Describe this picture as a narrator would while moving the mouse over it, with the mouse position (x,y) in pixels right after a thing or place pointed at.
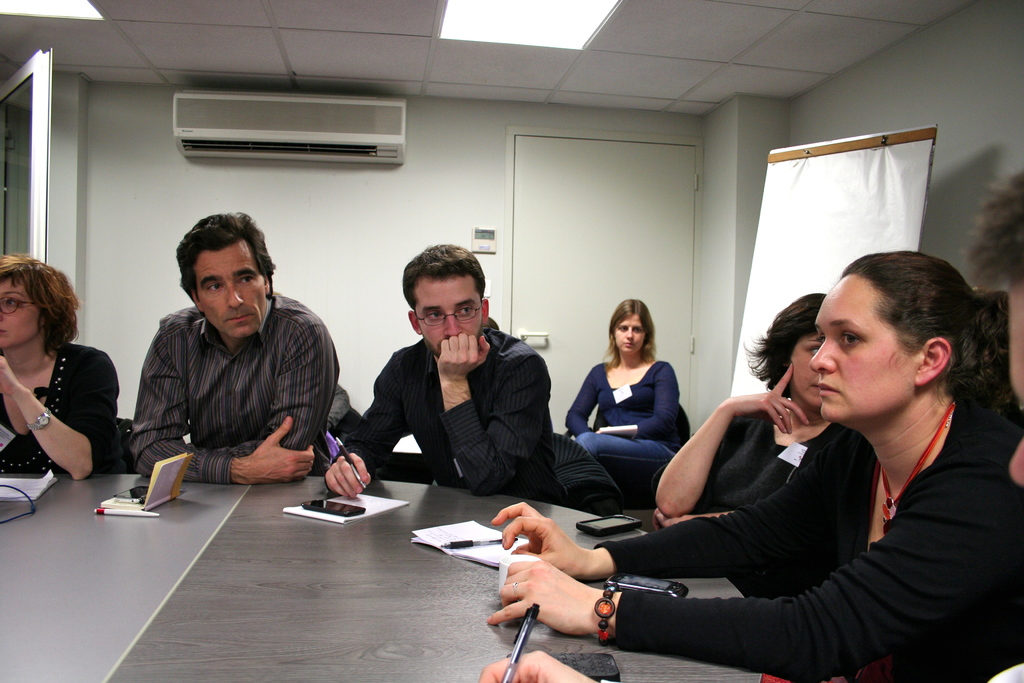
In this image we can see men (512,435) and women (634,410) are sitting. We can see a table (290,627) at the bottom of the image (307,665). On the table (216,546), we can see pens (146,511), book (169,484), mobiles (341,508), papers (481,550) and wire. In the background (905,195), we can see a board (800,213), wall (325,193), AC (330,99), light (488,11), roof (689,29) and door (635,242).
